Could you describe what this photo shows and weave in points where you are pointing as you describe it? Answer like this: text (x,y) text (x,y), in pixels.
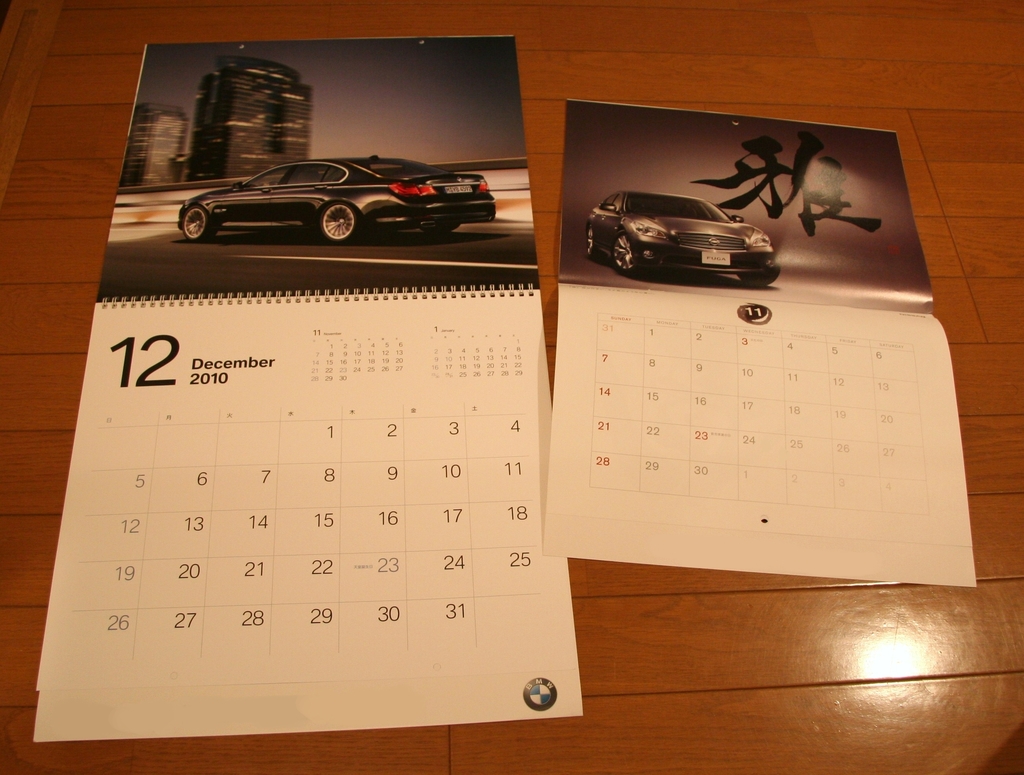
In this picture, we can see calendars (499,200) on the wooden object (536,232).
